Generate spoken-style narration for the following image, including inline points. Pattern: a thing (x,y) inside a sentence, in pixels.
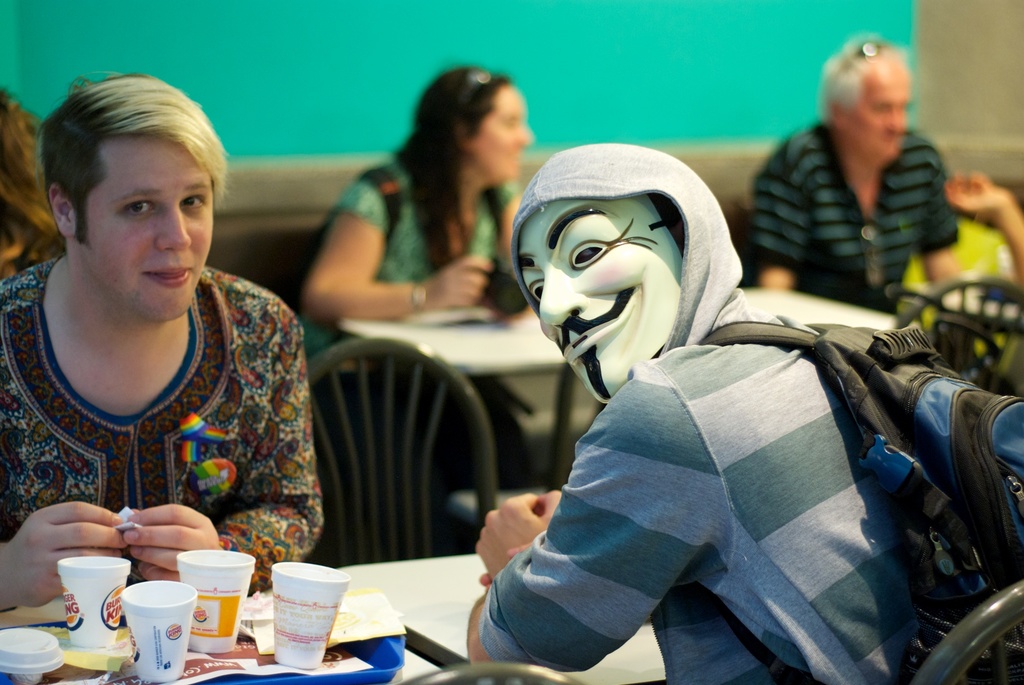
In the image we can see there are many people (590,201) wearing clothes (799,240) and they are sitting. On the right (760,479), we can see a person (753,484) wearing a mask (623,362) and carrying bag (877,444). There are many chairs (430,469) and tables (466,590), on the table (466,612), we can see glass (139,641) and other things (353,656). Here we can see the wall (280,44) and the background (328,65) is slightly blurred.
